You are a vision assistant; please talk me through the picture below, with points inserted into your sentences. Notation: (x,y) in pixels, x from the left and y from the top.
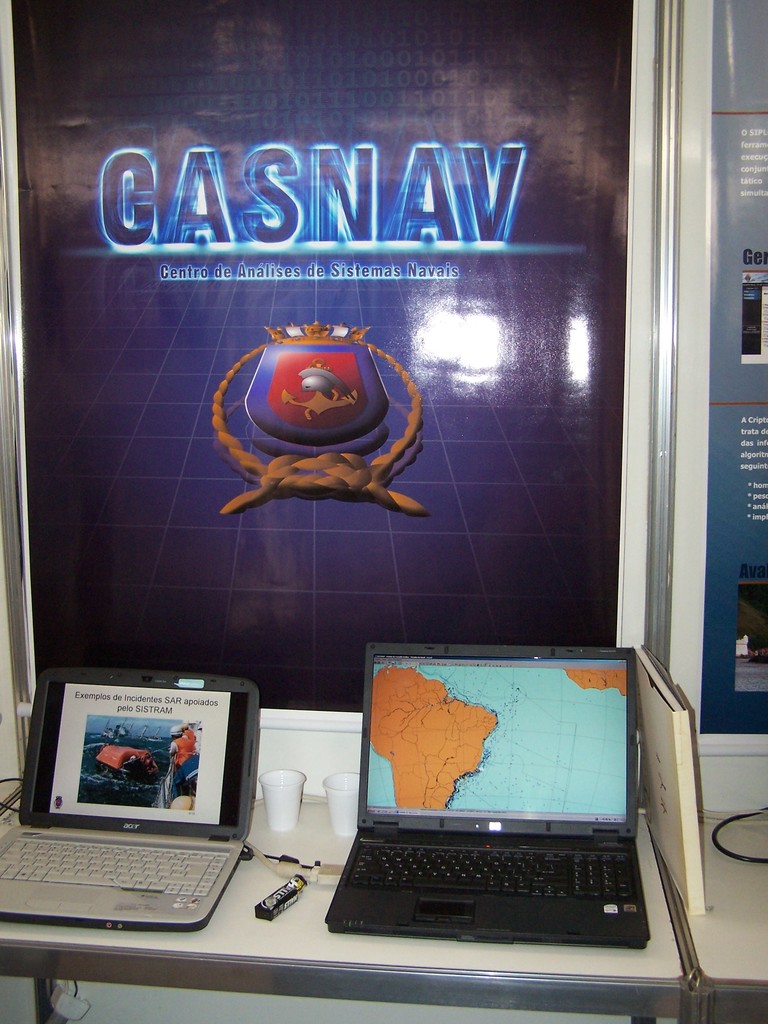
At the bottom of the image (416,868) we can see laptops (380,861), chocolate (279,888) and glasses (296,795) placed on the table (616,973). In the background (655,337) we can see advertisement (474,376) and wall (690,414).
